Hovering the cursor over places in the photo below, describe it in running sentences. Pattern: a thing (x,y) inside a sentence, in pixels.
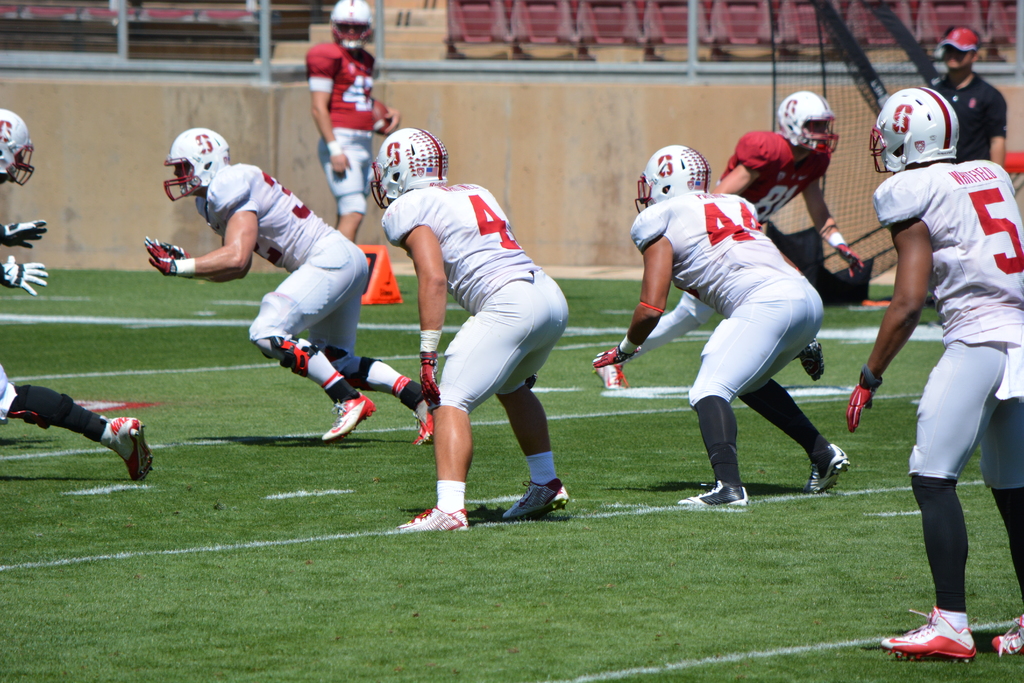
In this image I can see an open grass ground (244,358) and on it I can see number of people (965,325) are standing. I can see most of them are wearing sports jerseys (891,209), helmets (785,118), gloves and shoes (433,508). In the background (843,3) I can see number of chairs (760,41) and on the right side (839,214) I can see a net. I can also see an orange colour thing (379,256) in the background (377,274).
